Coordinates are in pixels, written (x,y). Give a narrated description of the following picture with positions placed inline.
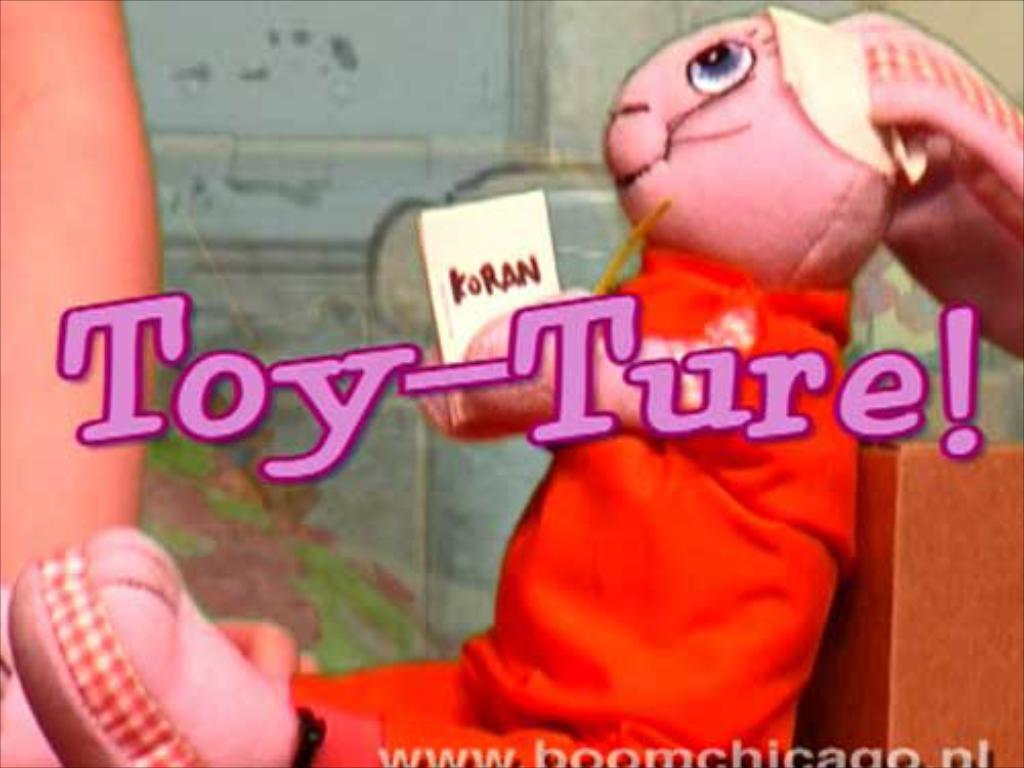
This image consists of a toy (860,189). It is having a red dress (603,683). In the background (293,219), we can see a wall (443,21). In the middle (373,381), there is a text (378,353).
